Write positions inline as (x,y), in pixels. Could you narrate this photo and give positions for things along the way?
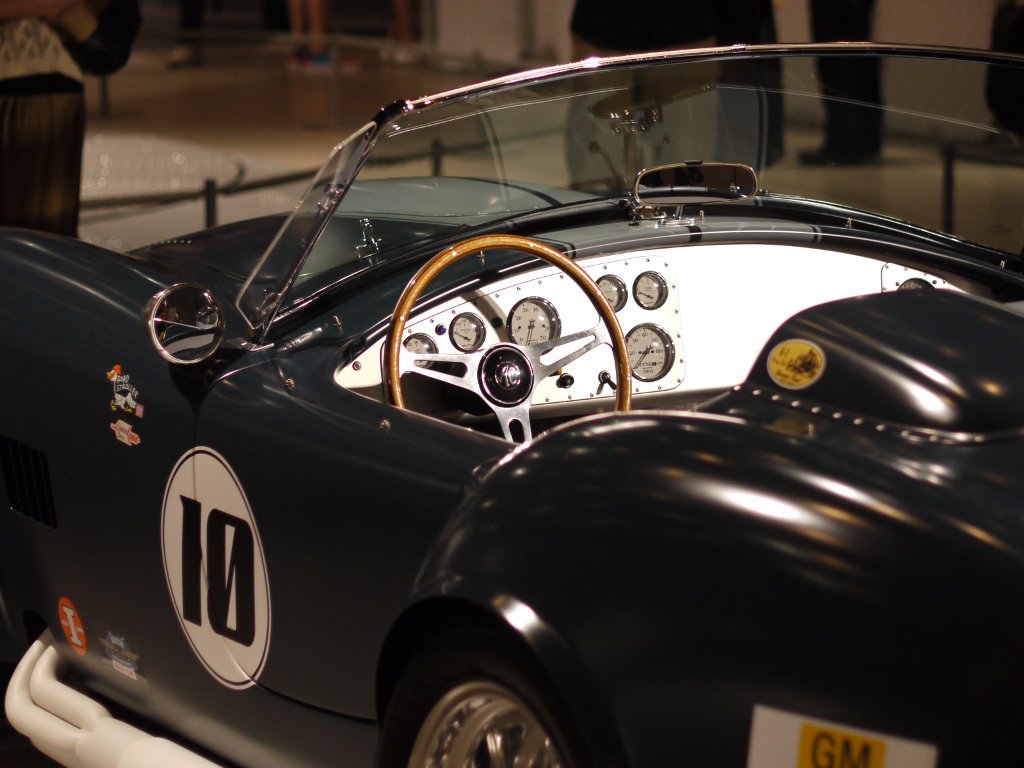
In the center of the image (610,266) we can see a car (408,508). At the top of the image (304,86) we can see the floor (405,85), wall (444,12) and some people (86,36) are standing.
